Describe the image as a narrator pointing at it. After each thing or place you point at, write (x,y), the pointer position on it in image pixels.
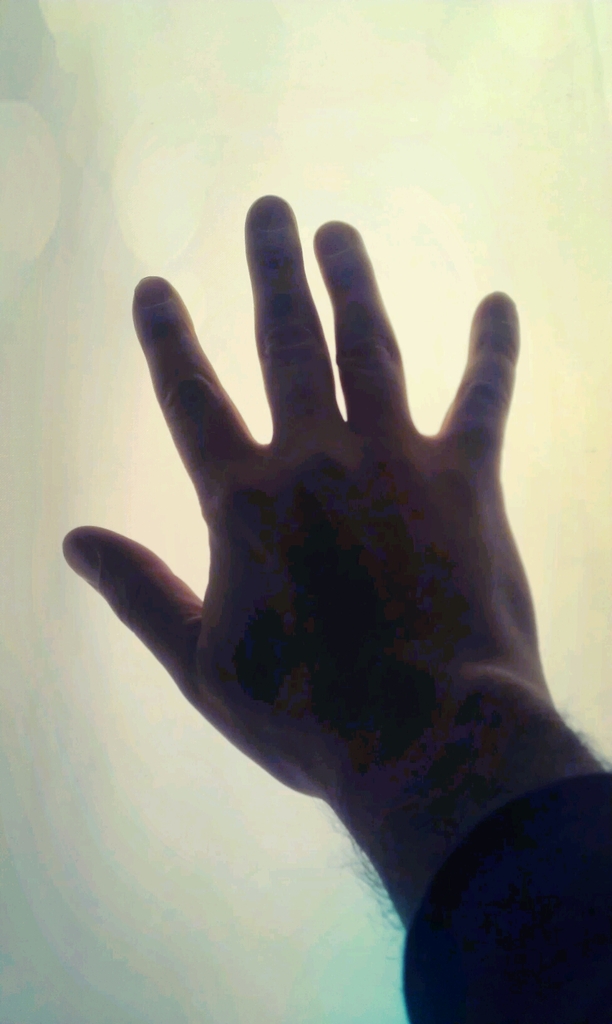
In this picture I can see a human hand (365,557) and I can see a blurry background (18,213).
